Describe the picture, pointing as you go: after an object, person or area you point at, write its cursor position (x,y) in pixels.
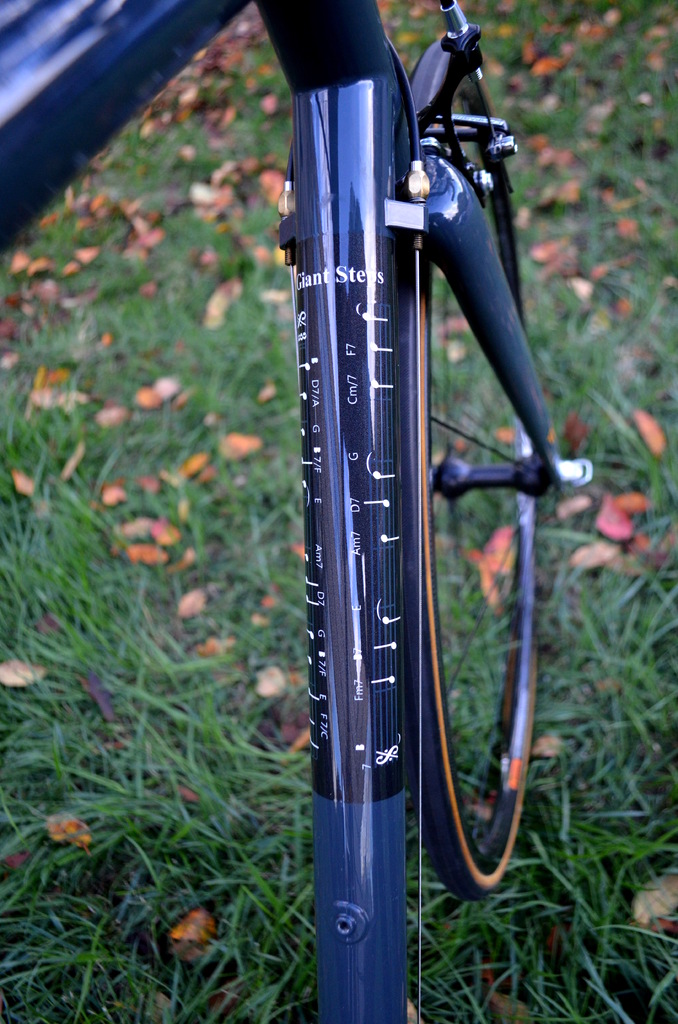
Here we can see a bicycle (291,20) which is truncated and this is grass (613,600).
